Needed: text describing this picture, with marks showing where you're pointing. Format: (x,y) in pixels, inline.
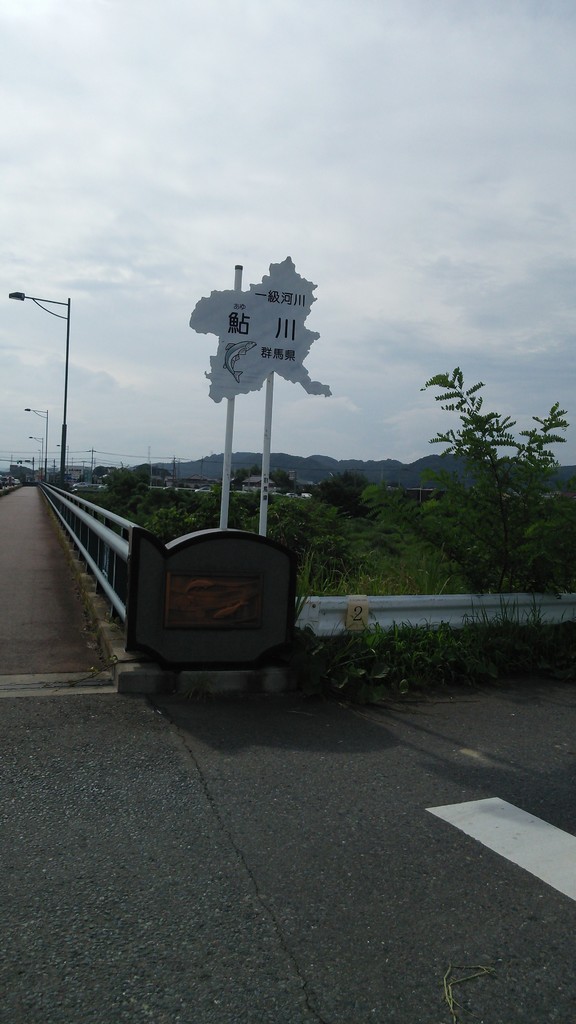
This looks like a board (232,396), which is attached to the poles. I think this is a kind of a barricade (53,504). These are the street lights (46,466). I can see the trees (440,485) and plants (406,662). This looks like a road (419,882). In the background (309,461), I can see the hills (322,461). This is the sky (271,167).
